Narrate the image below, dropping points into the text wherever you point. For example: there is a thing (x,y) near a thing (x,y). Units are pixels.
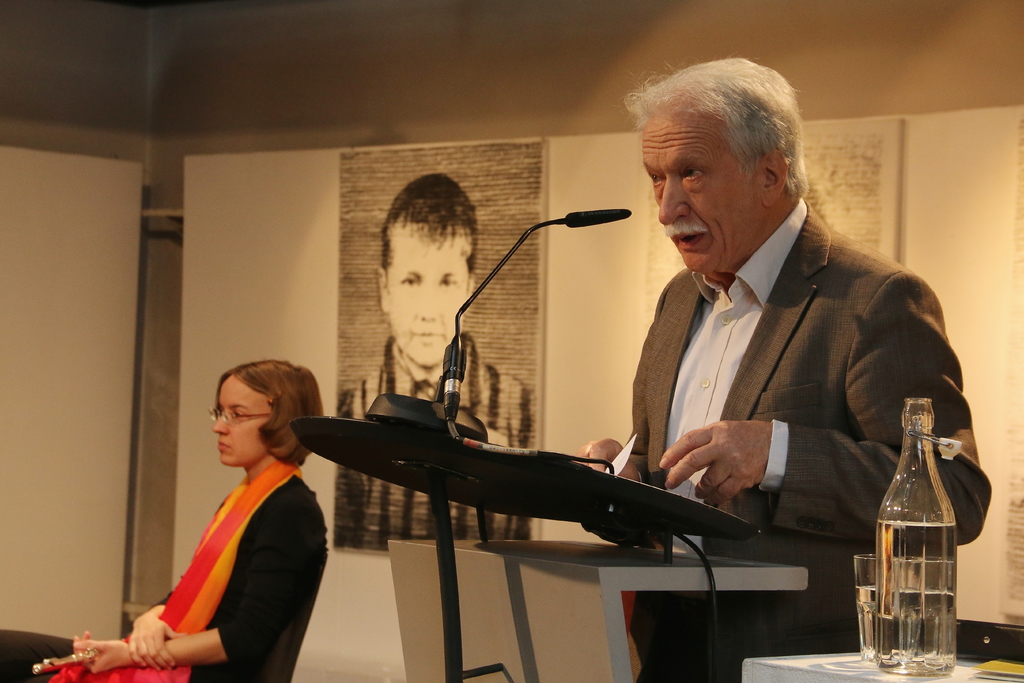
In this image i can see a man (759,338) and a woman (270,582), the woman (254,578) is sitting on a chair (303,638), in front of the man (719,354) there is a podium (430,446) and a microphone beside the man (781,538) there is a bottle (889,620) and a glass (867,654) on a table (855,660). At the background (520,202) there is a frame (533,200) attached to the wall (577,183).
